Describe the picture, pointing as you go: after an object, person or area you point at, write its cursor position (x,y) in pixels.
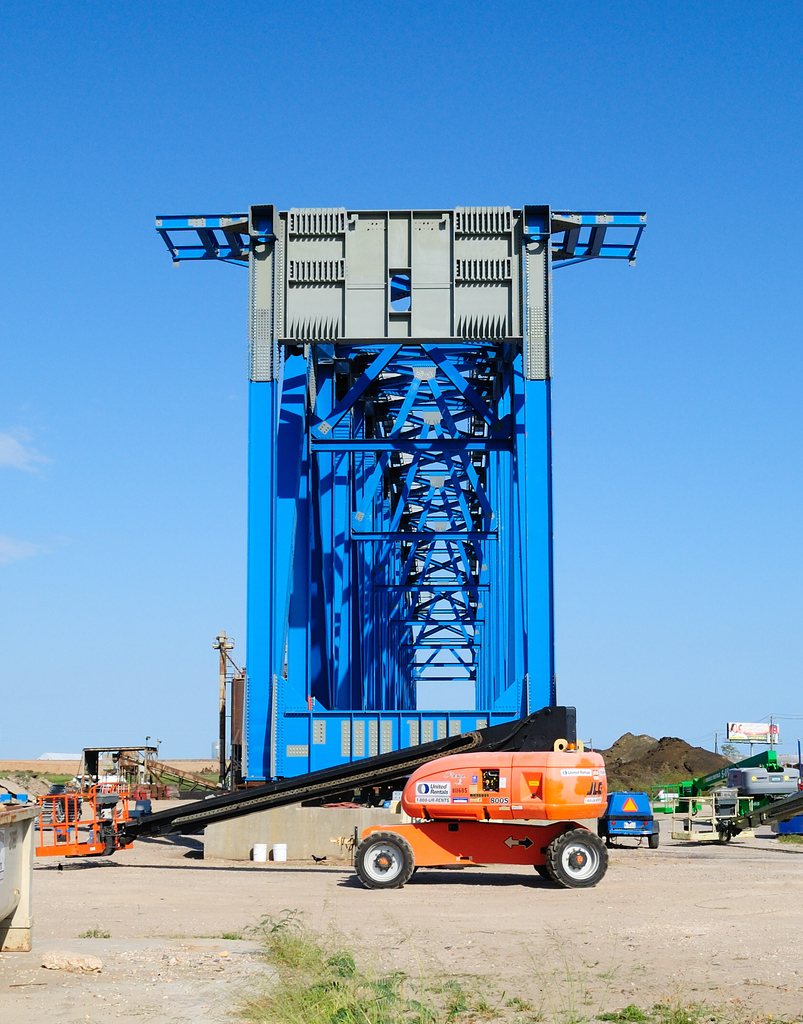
In this image in the center (337,679) there is a tower (452,568), and there are some vehicles (460,849), mountains (644,765), poles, boards (765,731) and some other objects (29,818). At the bottom (185,934) there is sand (117,965) and grass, and at the top (539,135) there is sky (663,415).
